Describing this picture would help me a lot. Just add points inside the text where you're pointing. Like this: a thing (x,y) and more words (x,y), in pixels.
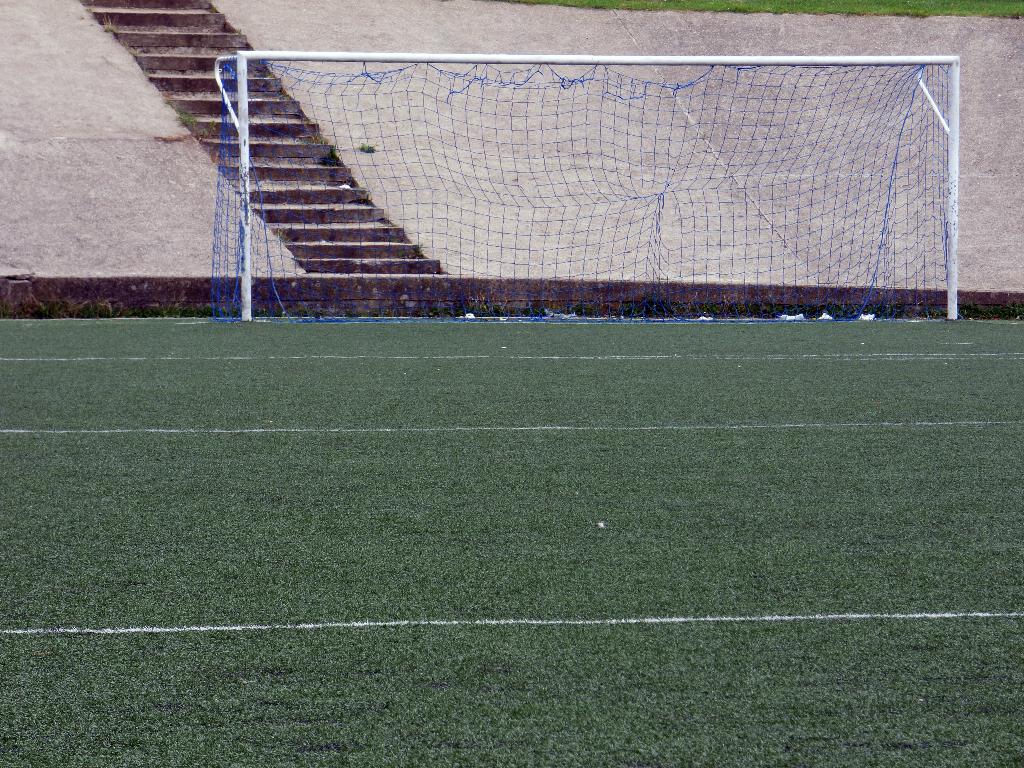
Here we can see green surface (416,482). Far there is a mesh (771,185). Backside of this mesh (632,126) there is a wall (498,15) and steps (307,130).
